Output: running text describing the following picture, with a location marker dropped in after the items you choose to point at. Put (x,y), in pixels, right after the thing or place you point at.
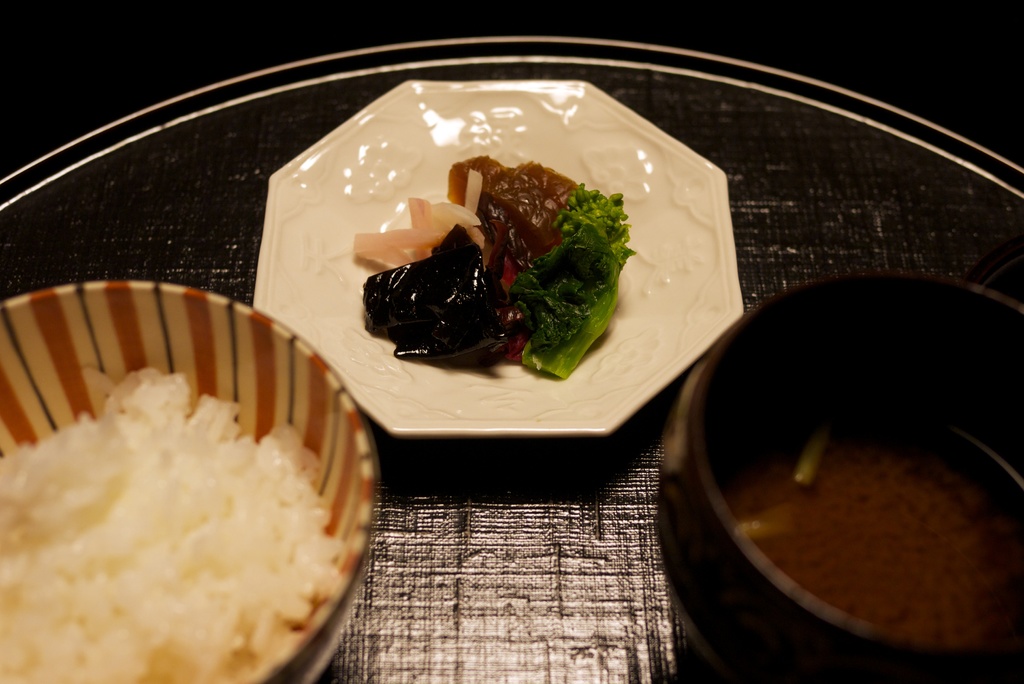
In the center of this picture (421,369) we can see the bowls (207,382) containing food items (223,531) are placed on the top of the table (798,163) and we can see a bowl (919,335) containing a liquid (904,517) is placed on the top of the table (582,559). The background of the image (971,60) is very dark.
